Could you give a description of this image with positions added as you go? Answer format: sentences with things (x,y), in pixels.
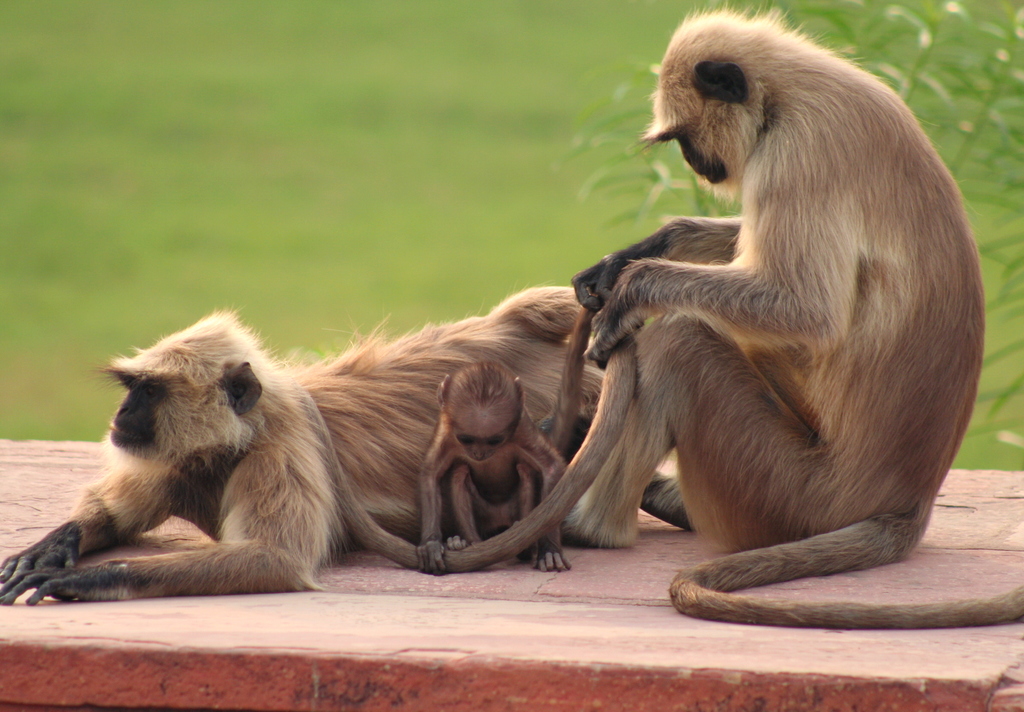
In the middle of this image (634,303), there are two monkeys (215,369). In between them, there is a child monkey (431,481) on a platform (44,604). And the background (96,183) is blurred.
